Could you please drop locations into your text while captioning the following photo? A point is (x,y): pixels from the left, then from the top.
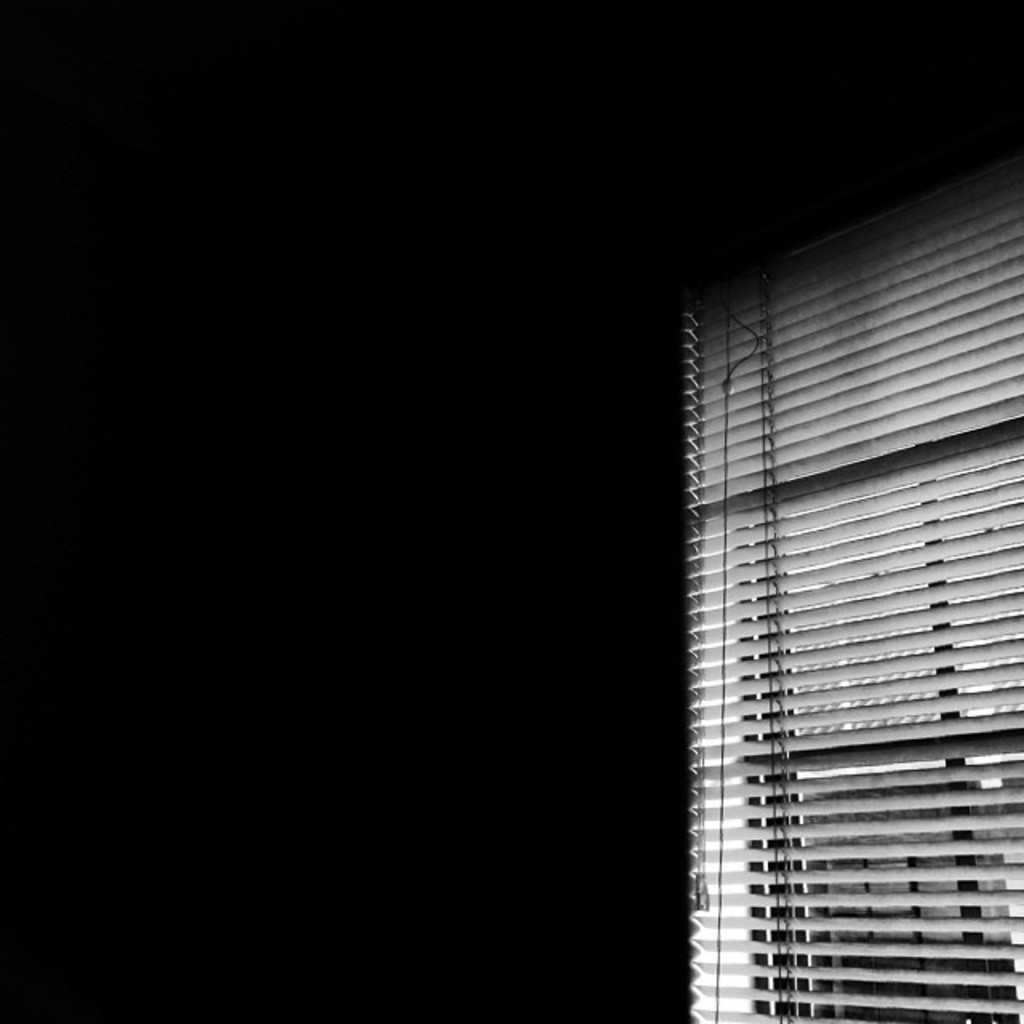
In this image on the right side (740,725), we can see a window (744,542), and in the background (607,974) we can see the dark (443,145).
